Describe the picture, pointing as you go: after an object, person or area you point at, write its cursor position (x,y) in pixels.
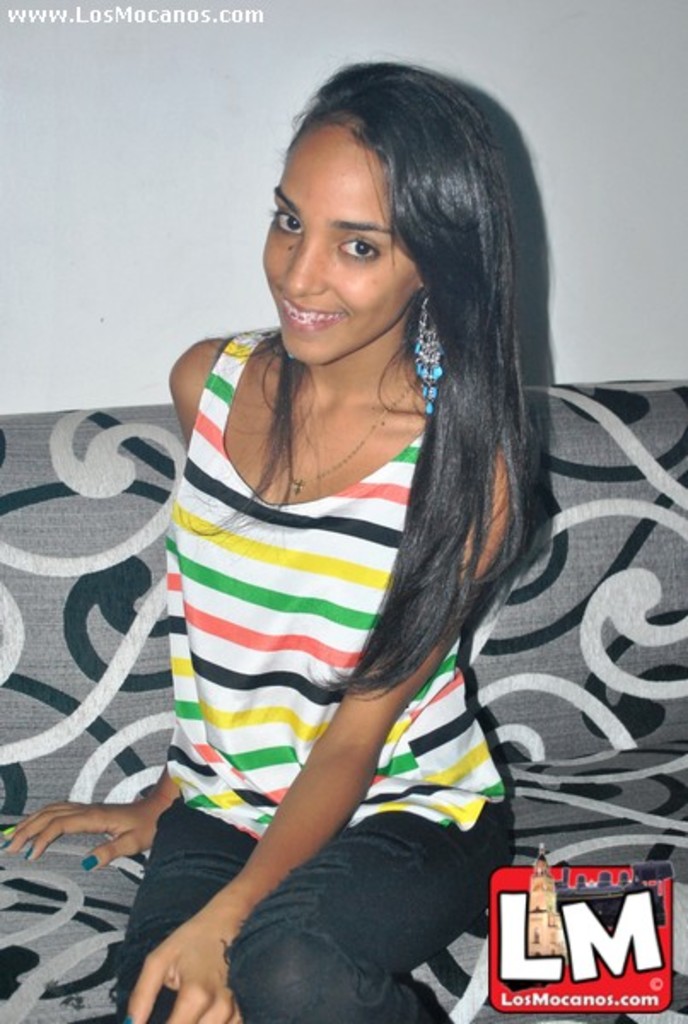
In this image there is a sofa (53,629). A girl (372,538) is sitting on the sofa (632,604). There is a white color background (5,407).
